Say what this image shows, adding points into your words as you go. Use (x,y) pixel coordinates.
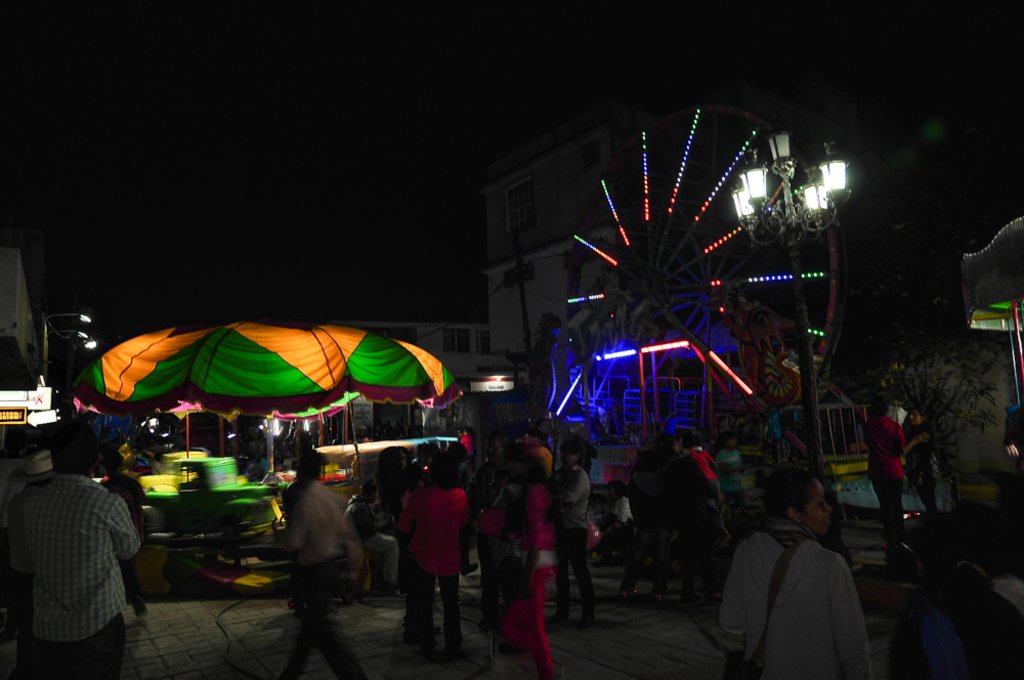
In this image we can see many persons (445,589) on the ground (471,588). On the right side of the image (756,196) we can see street pole (778,215), giant wheel (700,267), building (560,265). On the left side of the image (257,373) we can see umbrella (279,411), persons (115,552), street lights (77,338) and building (4,372). In the background (305,113) there is a sky (297,129).
